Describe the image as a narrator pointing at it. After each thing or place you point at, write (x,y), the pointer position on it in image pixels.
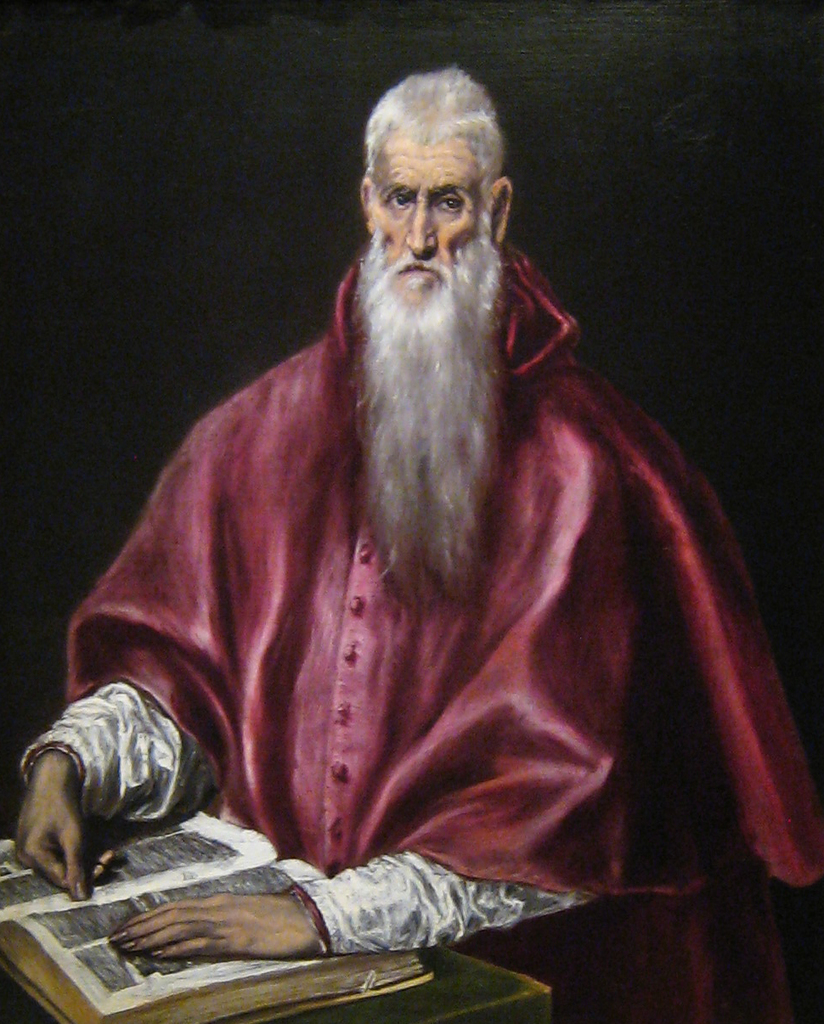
In this picture we can see a man (331,855) with his hands (35,795) on a book (364,985) and this book (331,968) is on a table (493,965) and in the background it is dark.
